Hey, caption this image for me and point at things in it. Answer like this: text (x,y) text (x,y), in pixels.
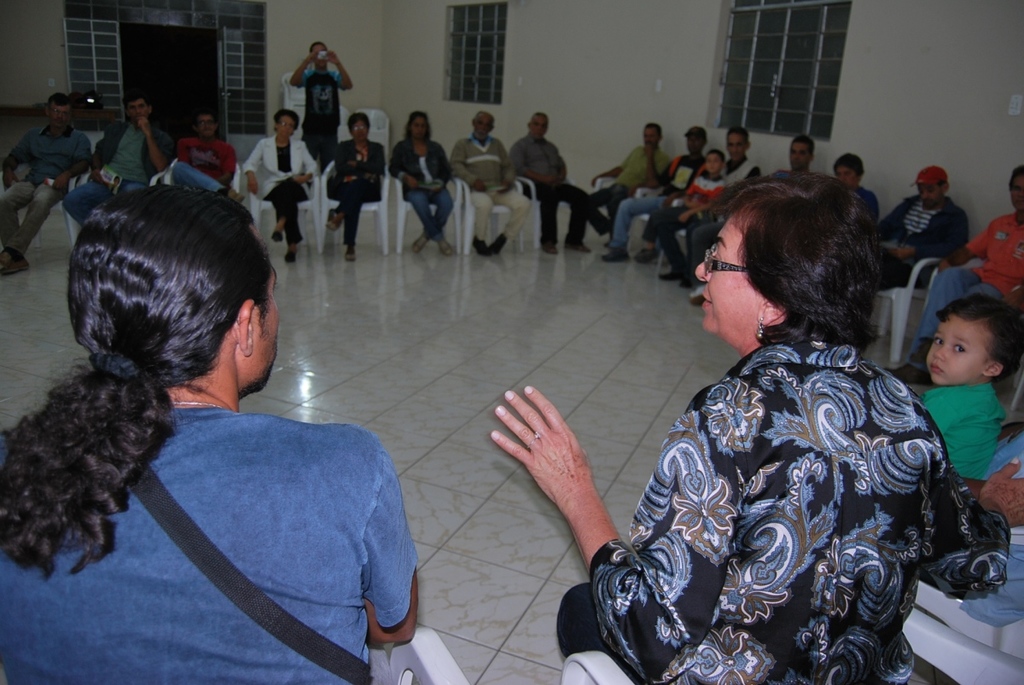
In the image few people (617,172) are sitting and watching. Behind them a man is standing and holding a camera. Behind him there is a wall (977,94), on the wall (914,84) there are some windows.
